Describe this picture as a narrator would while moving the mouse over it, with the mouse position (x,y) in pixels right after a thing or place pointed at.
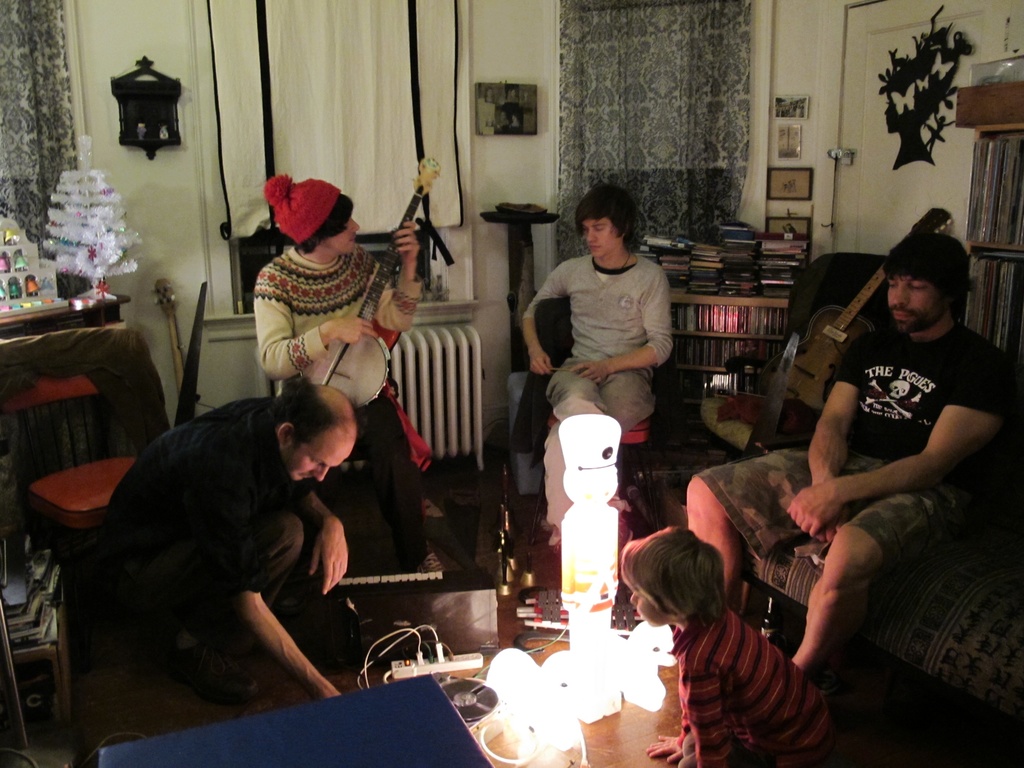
In the foreground of this image (751,462), there is a light object (584,549) on the floor (600,744), a kid (748,694), a man (257,628) squatting and three men (869,383) sitting on the chairs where a man (370,332) is holding a banjo (381,263). On the bottom (300,745), there is a blue object (269,725). In the background (36,327), there are chairs (86,469), tables (25,318) on which, there are few decorative objects (29,260), wall (167,44), curtains (327,72), frames (500,99), books (987,188) in the shelf (982,244), door (881,194) and also a guitar (824,346) on the chair (872,302).
